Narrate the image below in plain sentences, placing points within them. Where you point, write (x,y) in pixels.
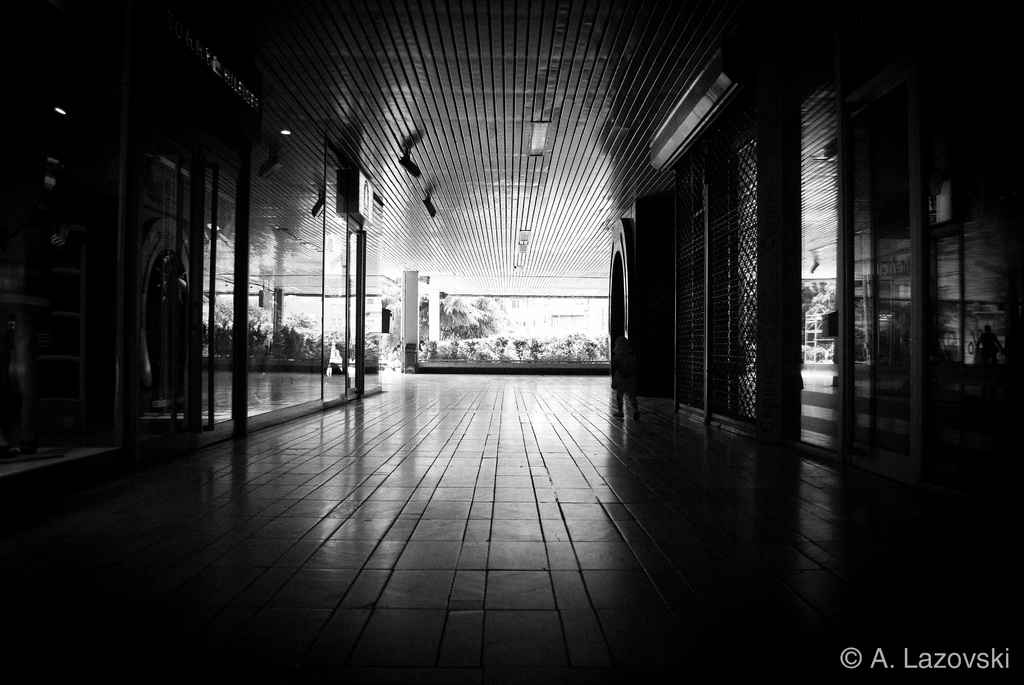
In this image, we can see an inside view of a building (657,349). There are some plants (518,351) in the middle of the image (558,340).
